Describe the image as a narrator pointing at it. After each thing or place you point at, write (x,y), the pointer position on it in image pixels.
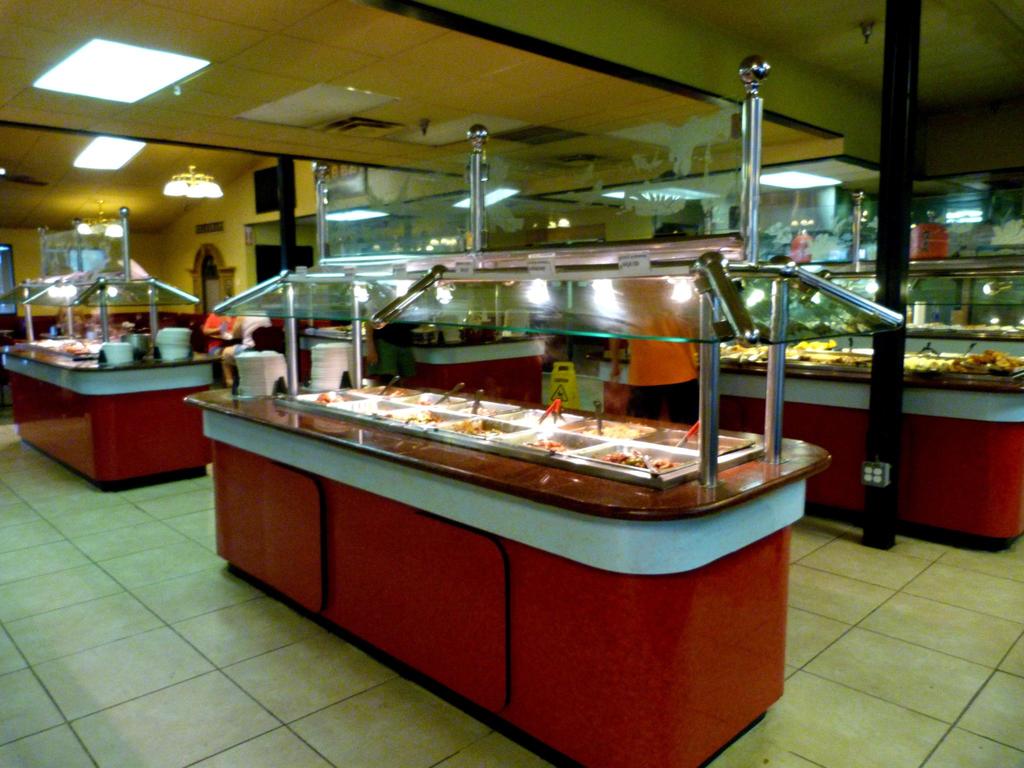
In this image I can see there are four tables (1019,460), there are some containers (483,403) kept on the table (776,386), on the container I can see a food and a person (689,369) visible in front of a table (190,366), at the top (233,74) there is a roof (552,50), on the roof (221,110) I can see lights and a pole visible on the right side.
